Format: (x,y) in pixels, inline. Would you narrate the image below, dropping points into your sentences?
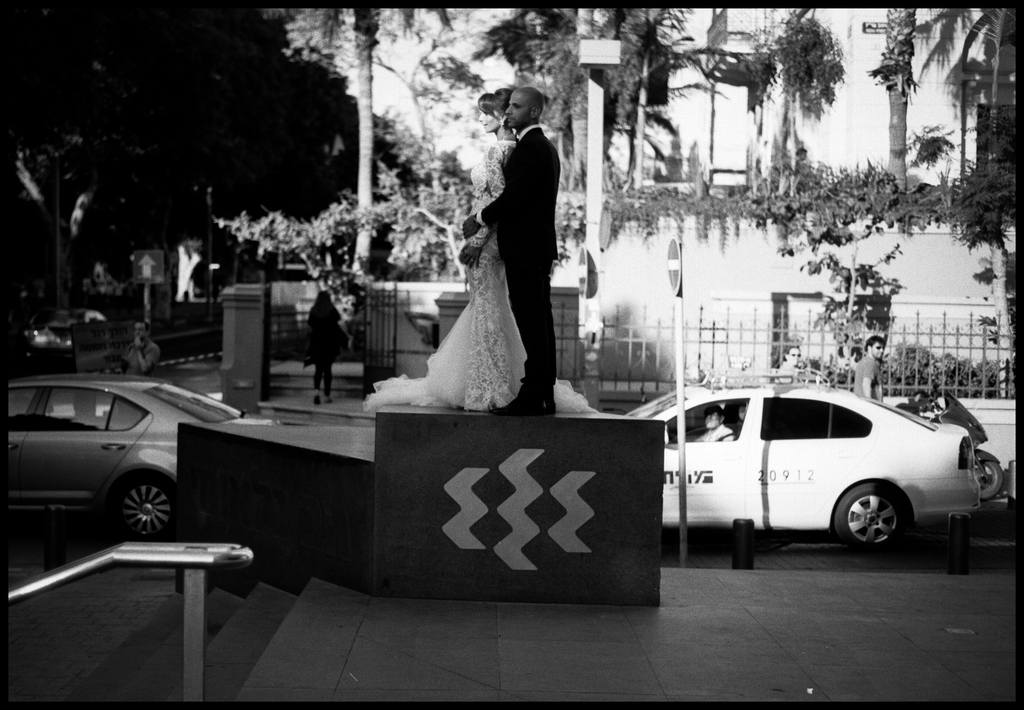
In this picture we can see rod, steps (259,648) and there are two people (477,290) standing on the platform (478,427). We can see boards (103,350), poles (587,305) and vehicles (768,509) on the road (931,551). In the background of the image (726,358) we can see people (133,349), plants (955,361), trees (291,128), fence (1013,361), building (867,101) and sky (474,18).
